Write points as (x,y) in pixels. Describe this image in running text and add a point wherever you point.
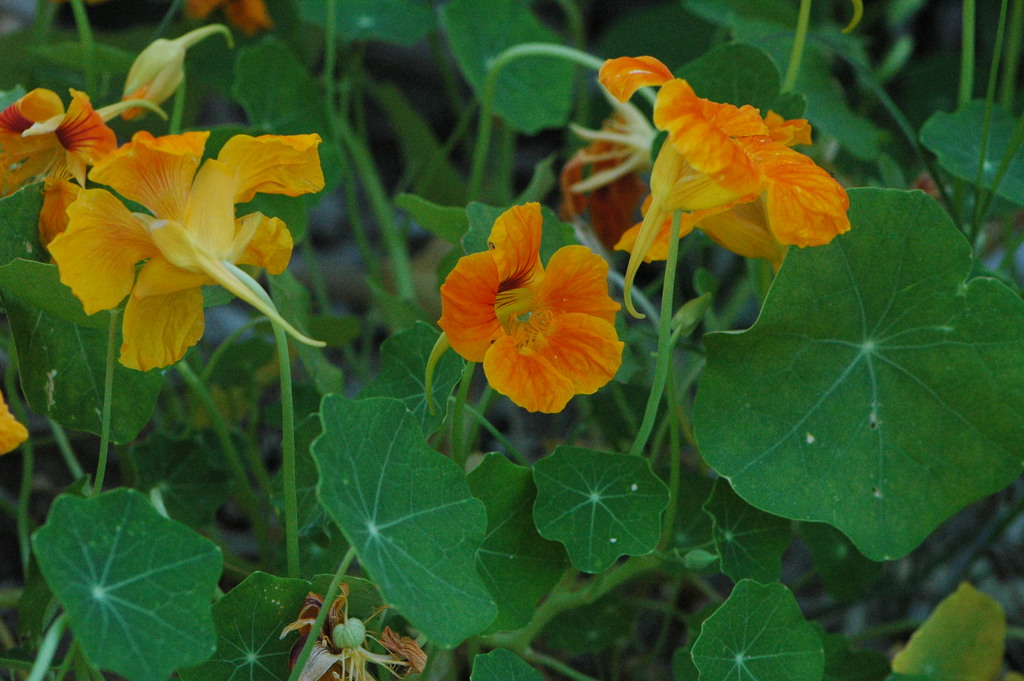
In this picture I can see there are plants (578,303) here and there are some yellow flowers (520,225) to the plants (440,545).
